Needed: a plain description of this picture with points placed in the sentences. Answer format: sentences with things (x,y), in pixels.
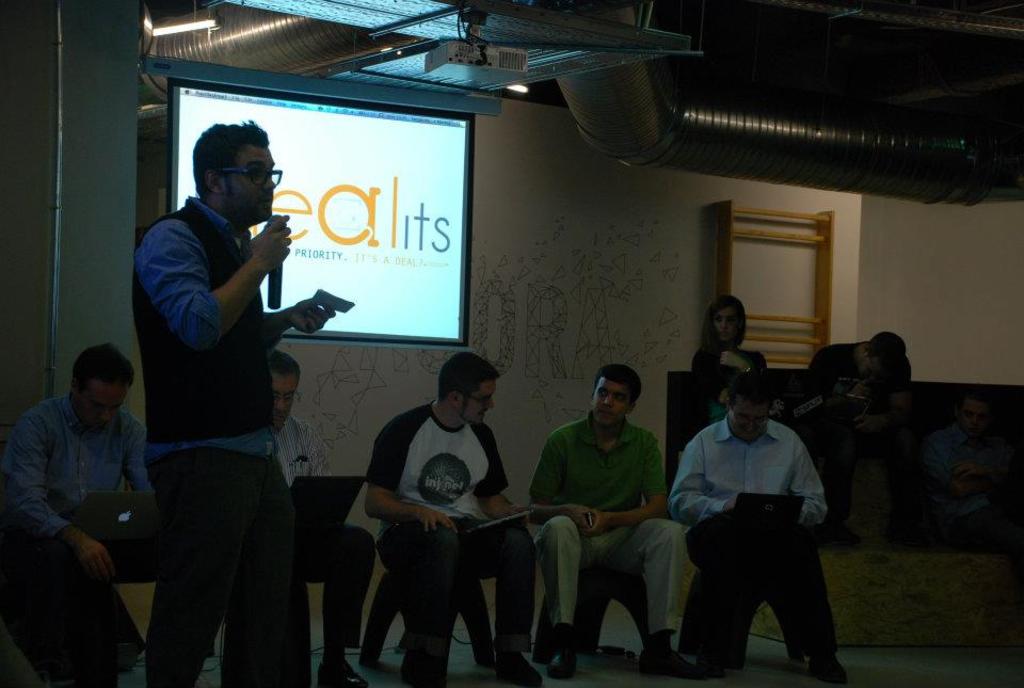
On the left (264,573) there is a man (257,441) who is wearing spectacle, shirt (163,230), jacket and trouser (252,531). He is holding a mic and paper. Beside them we can see another man (70,401) who is sitting on the bench (132,609) and he is looking on the laptop (90,488). On the right (717,352) there are three persons (930,469) who are sitting on the couch (998,425). At the bottom (572,612) there is a man (611,407) who is wearing green t-shirt (580,500), trouser (566,560) and shoe (689,664), beside him we can see another man (477,370) who is wearing spectacle (488,400), t-shirt (424,451), jeans (424,578) and shoe (536,671). He is holding a book (495,518). At the top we can see the projector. In the back (339,198) we can see the projector screen (424,250) near to the wall (504,246). In the top right (972,141) we can see the ducts (798,155).
